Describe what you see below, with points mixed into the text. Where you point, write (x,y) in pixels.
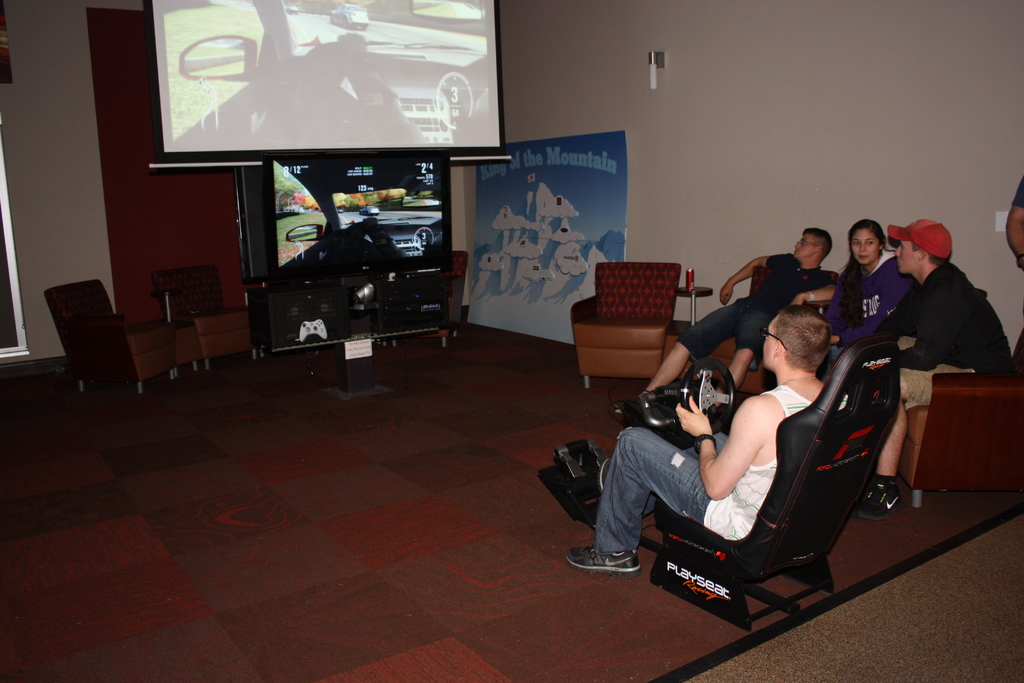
This is a picture taken in a room (760,380), there are a group of people (921,269) sitting on a chair (840,425) in front of this people (811,366) there is a screen (318,90) and television (331,213). On the television (328,219) they are playing the video games (365,238). Background of this screen (399,122) there is a wall (73,106) which is in white and red color. The people (796,411) is sitting on chairs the floor (366,587) is covered with a mat (377,550).
